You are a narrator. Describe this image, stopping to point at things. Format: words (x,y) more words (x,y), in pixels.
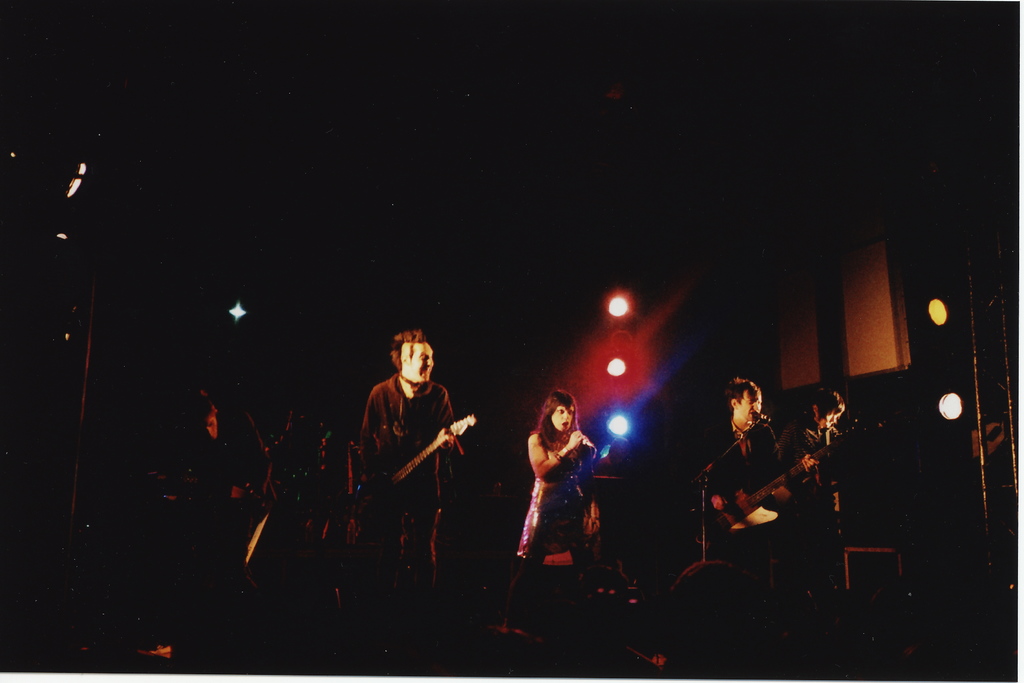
In this image I can see people (533,515) standing and playing musical instruments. There are microphones (700,540) in front of them. There are lights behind them and there is a dark background (971,19).
